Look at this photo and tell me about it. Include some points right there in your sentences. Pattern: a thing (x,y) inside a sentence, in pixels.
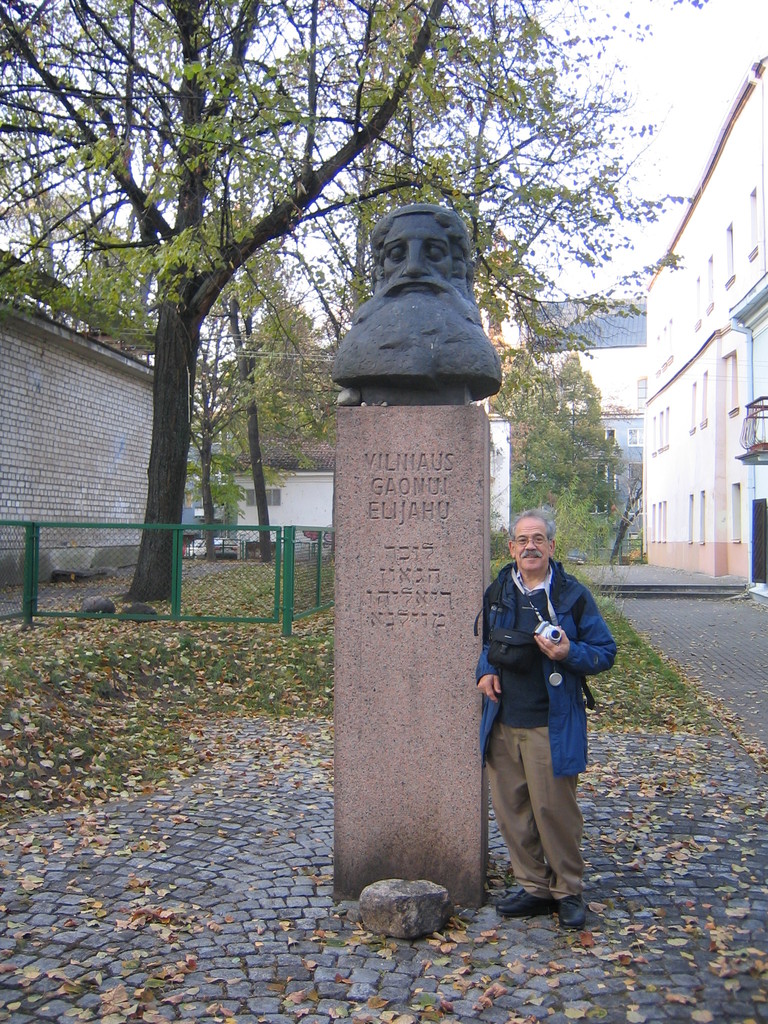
In the image we can see a statue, beside the statue (461,882) a person (607,653) is standing holding a camera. Behind him there is a fencing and trees (262,393) and buildings (40,322) and leaves (106,752) and grass (643,663).
